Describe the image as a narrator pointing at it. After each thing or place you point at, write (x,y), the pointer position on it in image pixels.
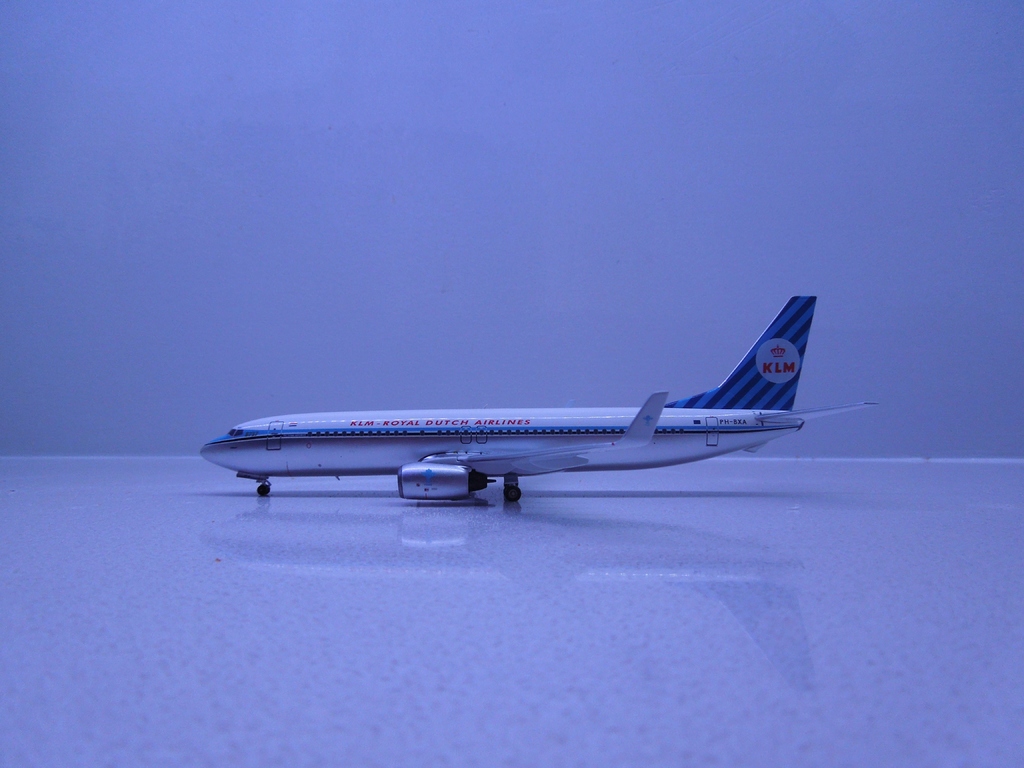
In this image there is an airplane (490,462) with some text (436,424) written on it.
